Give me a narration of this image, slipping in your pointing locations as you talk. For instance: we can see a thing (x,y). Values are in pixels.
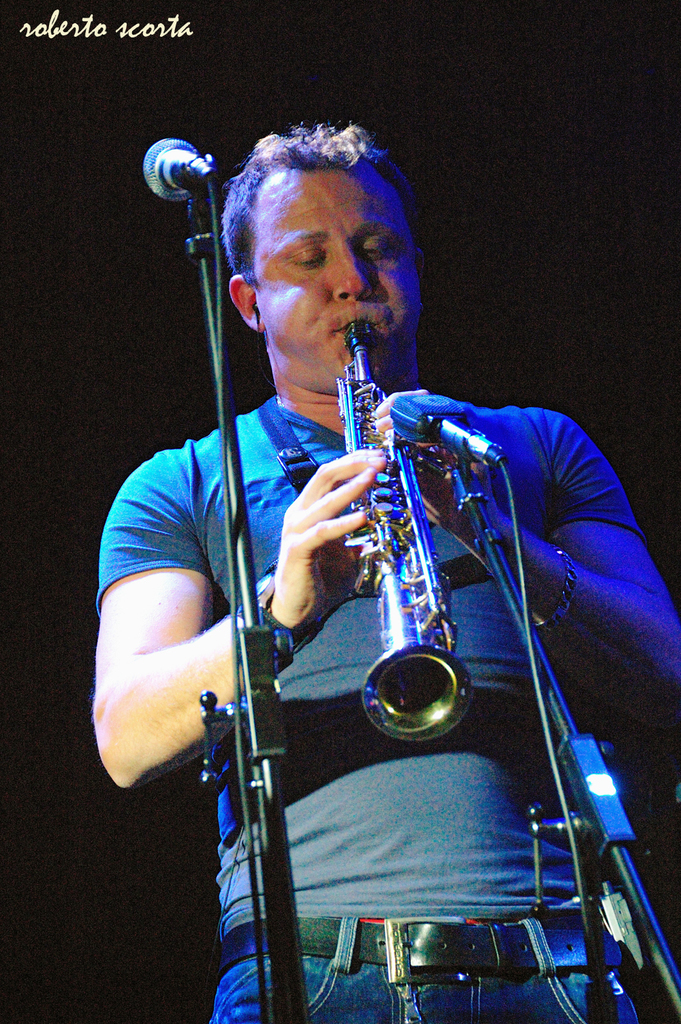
In this picture we can see a man (531,563) is standing and playing a saxophone (415,718), there are two stands (594,774) and microphones (179,176) in front of him, there is a dark background (611,117), we can see some text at the left top of the picture (53,15).
